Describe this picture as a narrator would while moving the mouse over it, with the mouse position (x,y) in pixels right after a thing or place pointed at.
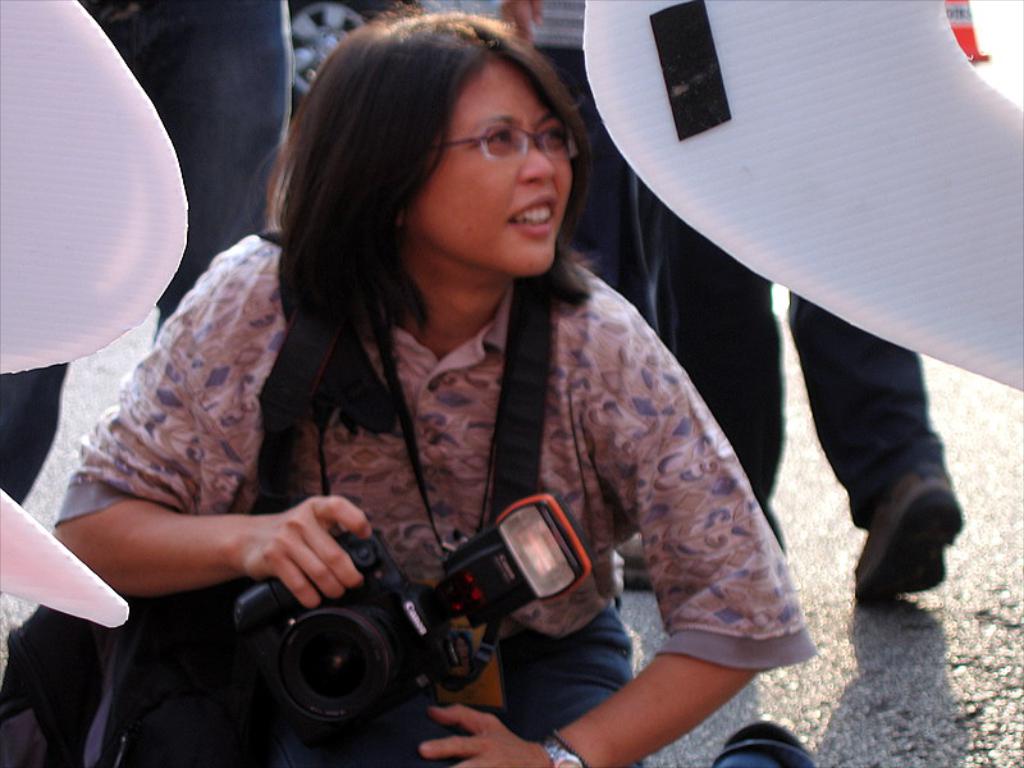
A woman (474,143) is sitting on her legs (510,698) holding a camera (306,608) in her hand (251,556). There are few people (209,100) behind her.
